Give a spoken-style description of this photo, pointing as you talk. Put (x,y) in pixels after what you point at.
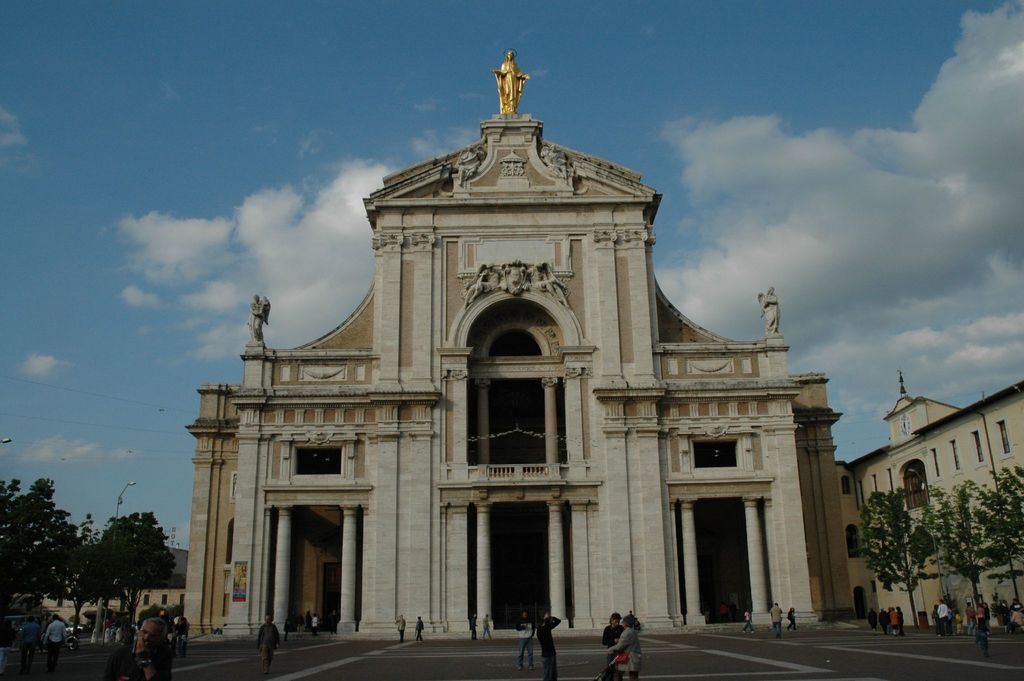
In this picture we can see buildings (663,578), few people (527,619) are walking and we can see some trees (89,556) and vehicles (21,626).
